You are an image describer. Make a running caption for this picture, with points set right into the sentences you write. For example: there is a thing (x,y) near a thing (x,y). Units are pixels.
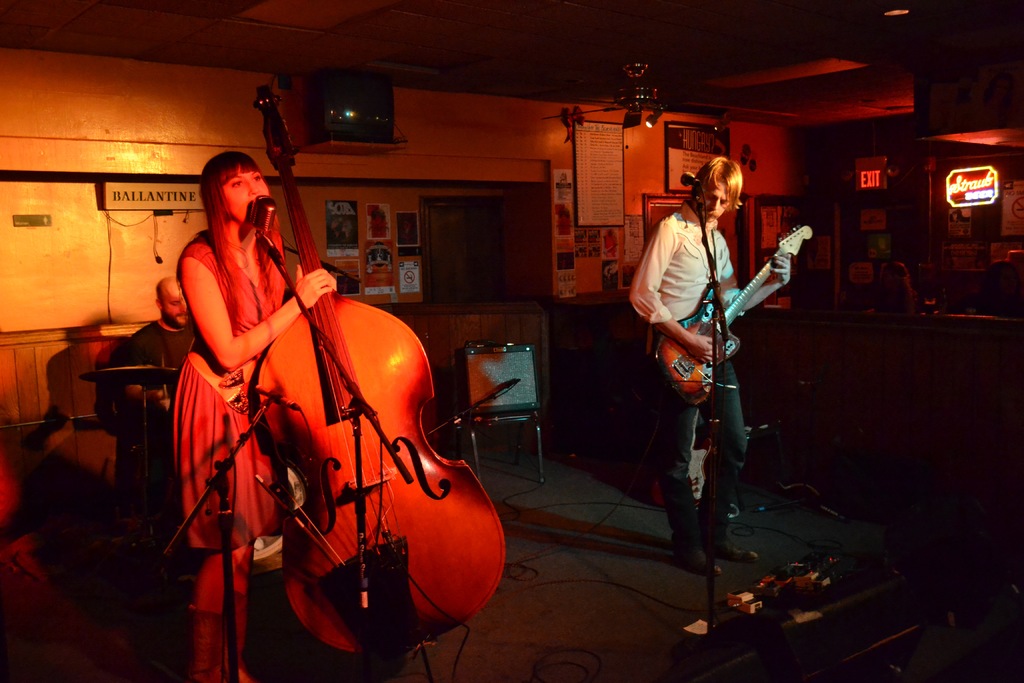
In the image few people (730,443) are standing and holding some musical instruments (342,489) and there are some microphones (231,463). Behind them there is a wall (109,173), on the wall (109,173) there are some posters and there is a television (382,117). At the top of the image (924,16) there is roof (893,49).
